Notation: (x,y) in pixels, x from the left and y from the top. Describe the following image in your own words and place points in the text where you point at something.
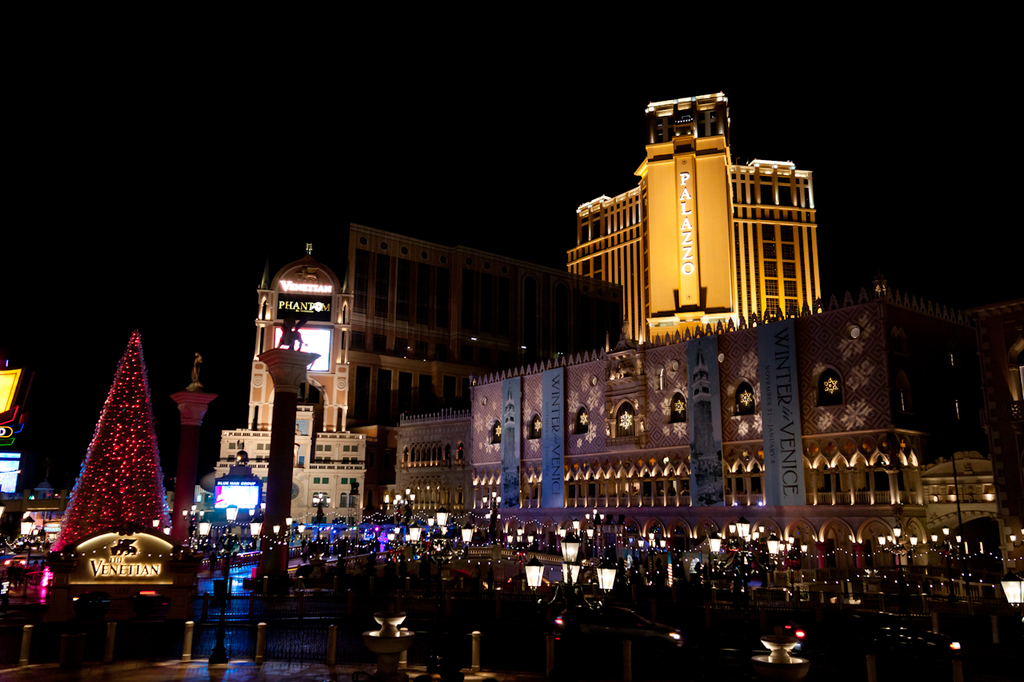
In this image there are building (660,466) and some decoration lights (102,480), there are a few street lights (538,569). The background (891,121) is dark.
